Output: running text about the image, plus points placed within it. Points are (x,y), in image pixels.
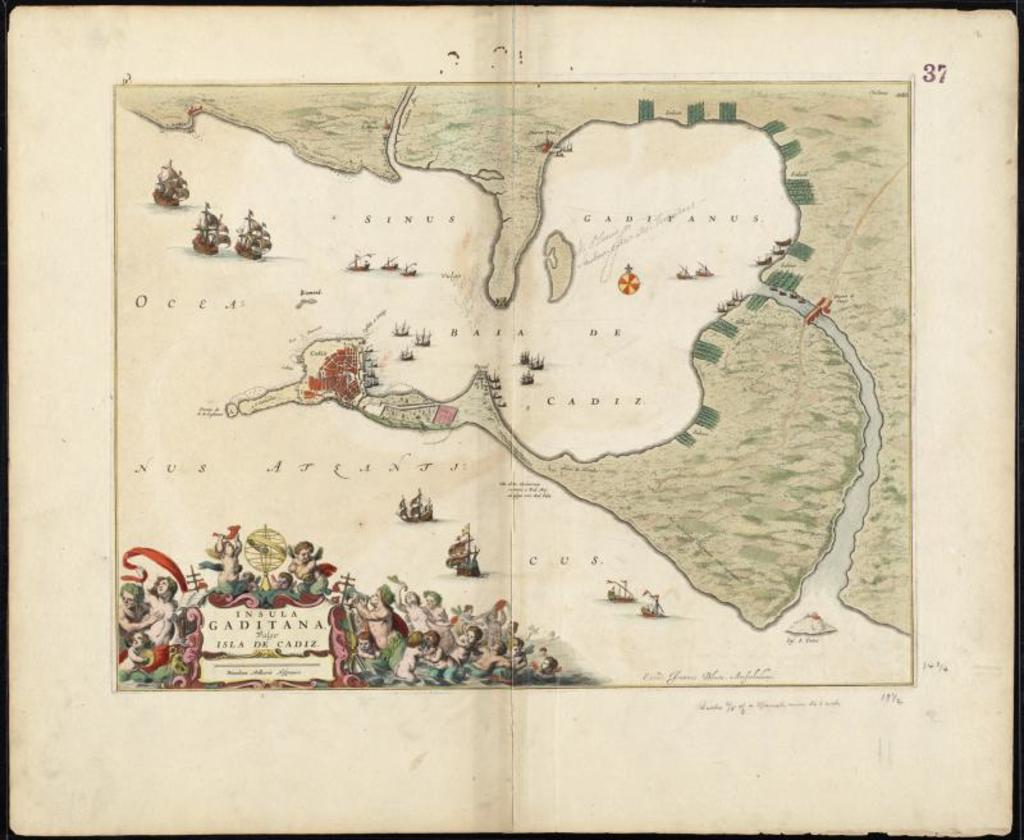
In this picture we can see paper (526,161). Here we can see cartoon pictures (262,566). On the bottom right (889,590) we can see the boats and land (906,477). On the bottom left (136,651) we can see a group of persons (357,605) who are standing near to the board (263,641).
